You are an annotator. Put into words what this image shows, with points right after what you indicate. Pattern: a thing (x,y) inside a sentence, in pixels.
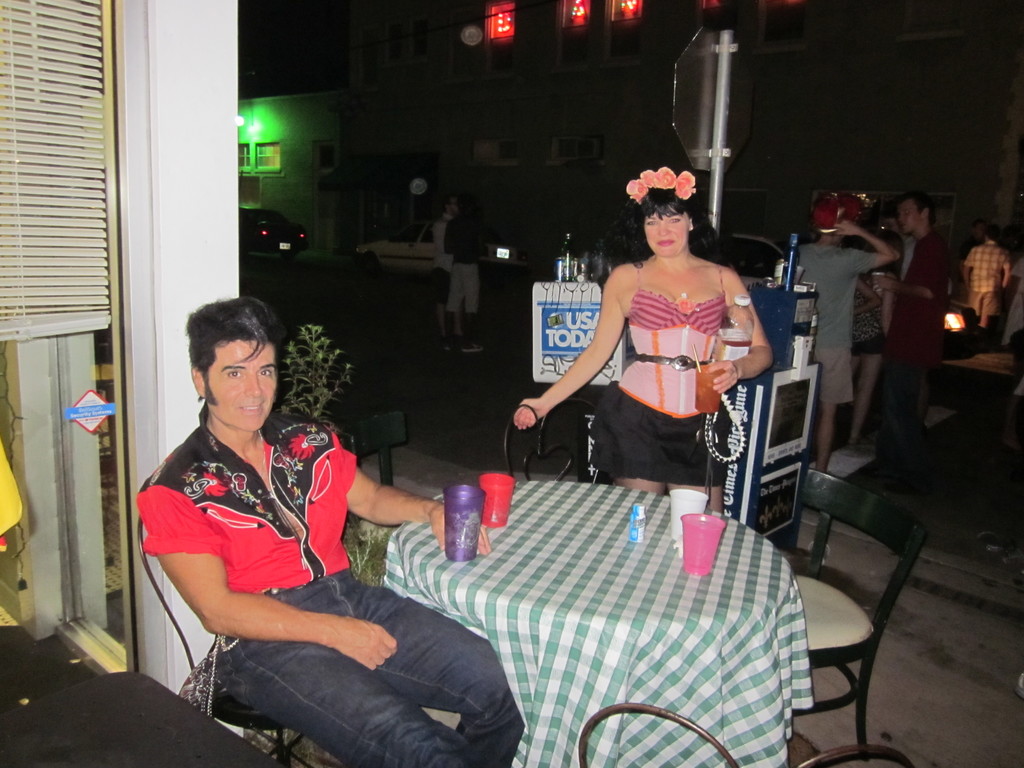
On this table (598,557) there are cups (503,492). This man (255,366) is sitting on a chair (261,697) and holding cup (464,509). This woman (680,421) is standing and holding a cup (710,385) and bottle (735,338). A vehicles (424,255) on road (339,256). These are buildings (361,106) with lights (255,134). These persons (808,268) are standing.
